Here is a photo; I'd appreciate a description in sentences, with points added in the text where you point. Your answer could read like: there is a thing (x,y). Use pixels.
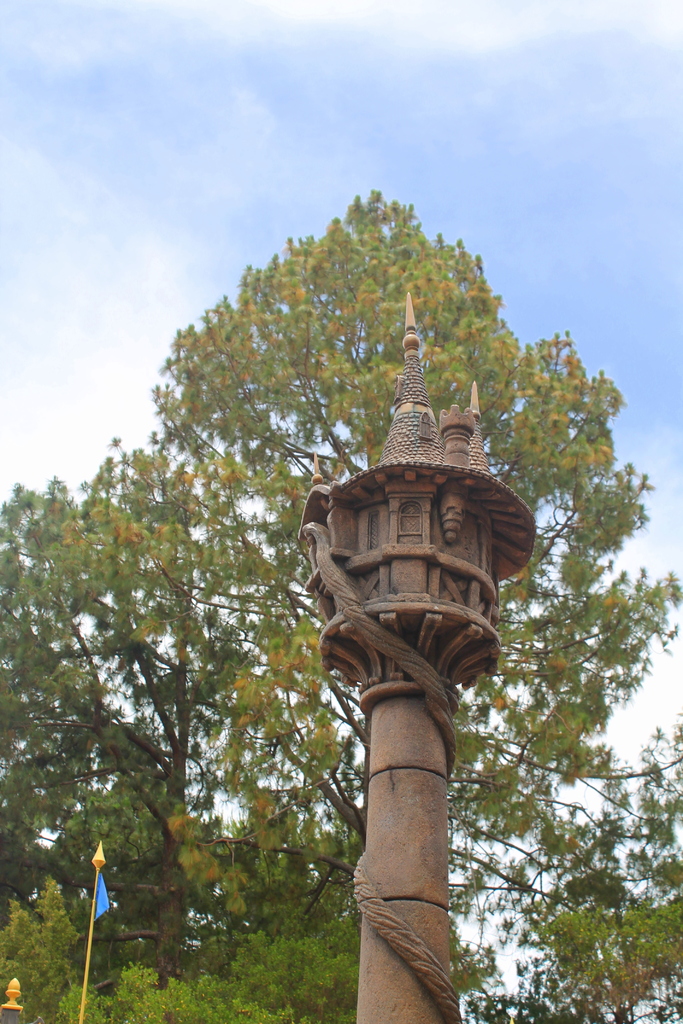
In this picture we can see a pole (410,694) in the front (430,582), in the background (291,490) there is a tree (225,537), we can see the sky (377,117) at the top of the picture (378,101).
